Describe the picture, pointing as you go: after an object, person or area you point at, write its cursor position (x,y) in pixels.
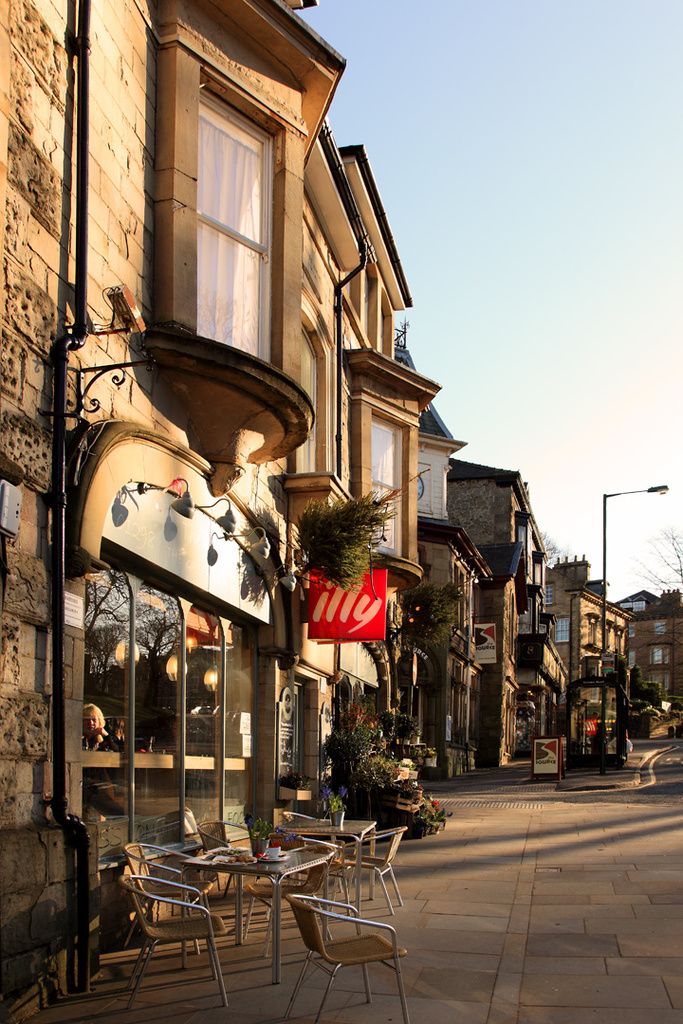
In this image we can see chairs (214,971) and tables (273,908). Here we can see the buildings (133,646), boards (319,584), flower pots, light poles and the sky (546,396) in the background (529,233).
